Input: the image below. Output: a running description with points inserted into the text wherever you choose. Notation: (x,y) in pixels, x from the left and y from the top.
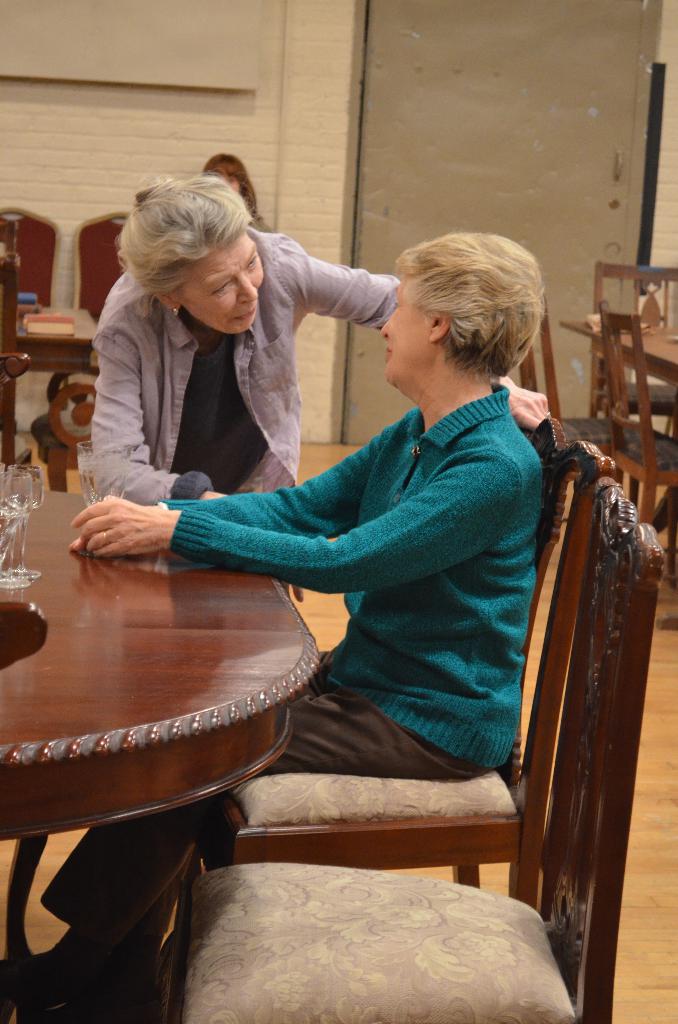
In this image in the center (386,430) there is one woman (411,674) who is sitting on a chair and beside her there is another woman (208,348) who is standing in front of them there is one table (35,541). On the table (41,504) there are glasses (22,513) and in the background (235,75) there is a wall (330,81) and beside the wall (320,84) there is one door (512,134) and on the right side (597,332) and left side (42,263) there are two tables (590,331) and chairs (634,472).
